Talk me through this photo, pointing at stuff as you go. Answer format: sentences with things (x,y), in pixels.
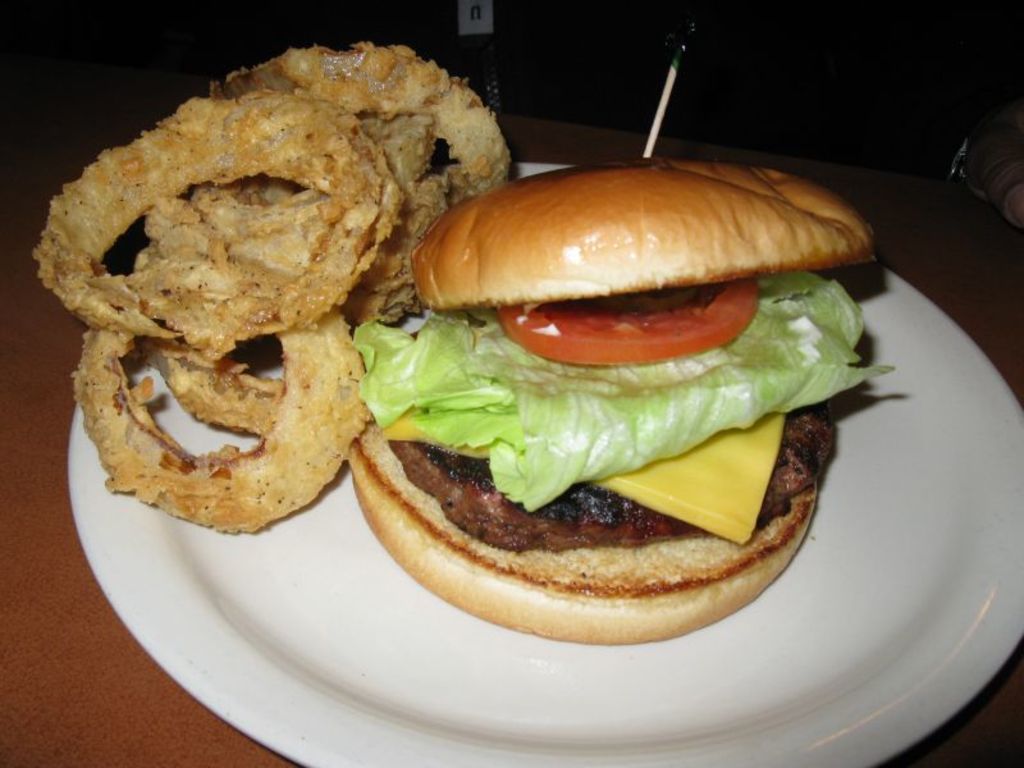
In the image we can see the plate (540,670), white in color. On the plate (621,665) we can see food items (543,533) and the background (958,26) is dark.
